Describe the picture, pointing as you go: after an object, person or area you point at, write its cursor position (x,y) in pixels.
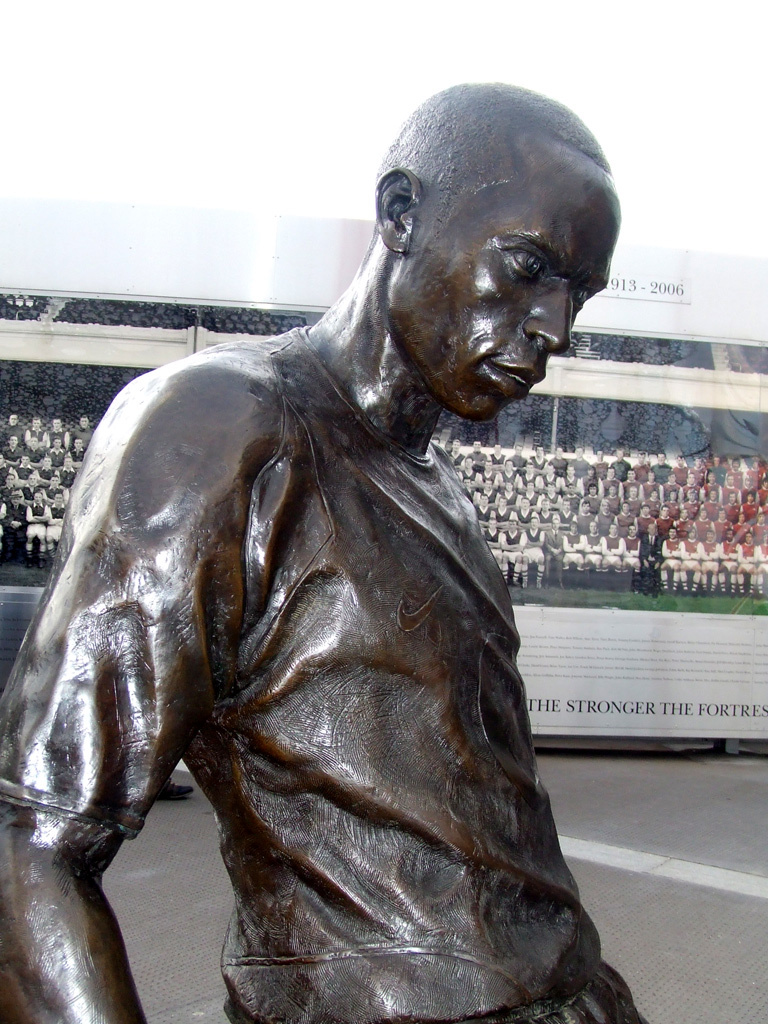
In this image we can see a statue (446,535) of a person (390,832) and in the background (647,699) there is a banner (464,469) with text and image (62,410) of a group of people (658,530).
